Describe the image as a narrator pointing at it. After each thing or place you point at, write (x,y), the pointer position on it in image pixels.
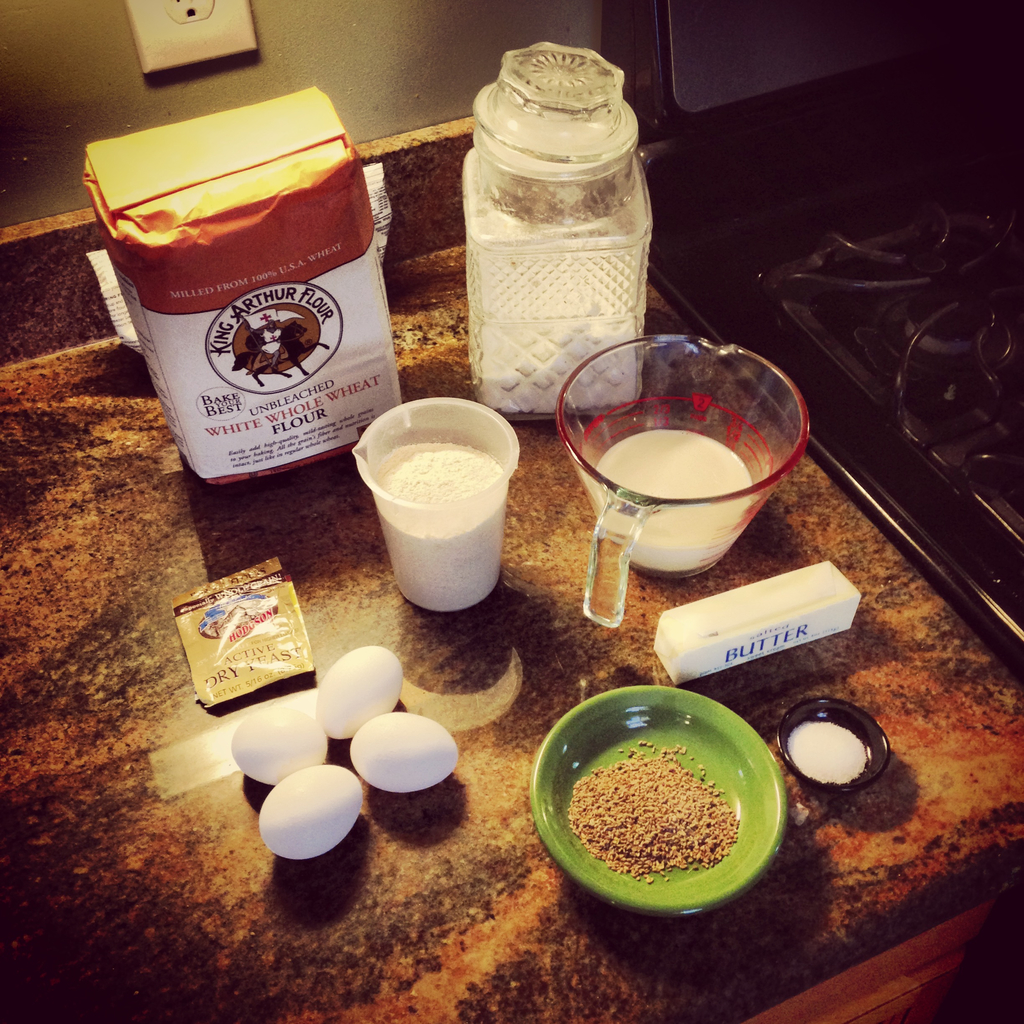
In this image I can see few bowls (706,777), glasses (592,506), eggs (435,763) on the brown color surface (873,617). Background (383,88) the wall (324,53) is in gray color.
